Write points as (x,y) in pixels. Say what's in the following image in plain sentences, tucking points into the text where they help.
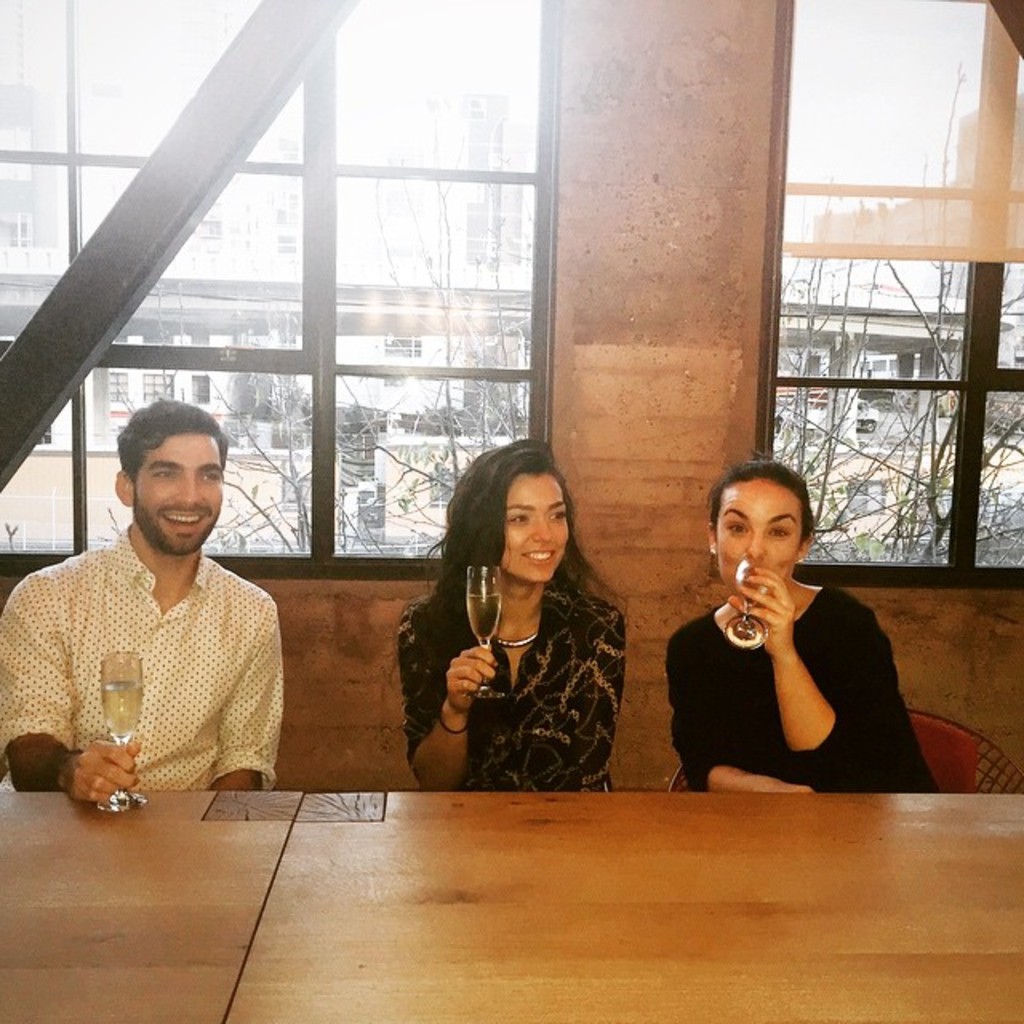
In this image there are three persons (523,660) sitting on the chairs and holding the glasses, there are tables (36,867), and in the background (481,17) there are windows (866,358), buildings (866,358), trees (842,531) and sky (44,87).
